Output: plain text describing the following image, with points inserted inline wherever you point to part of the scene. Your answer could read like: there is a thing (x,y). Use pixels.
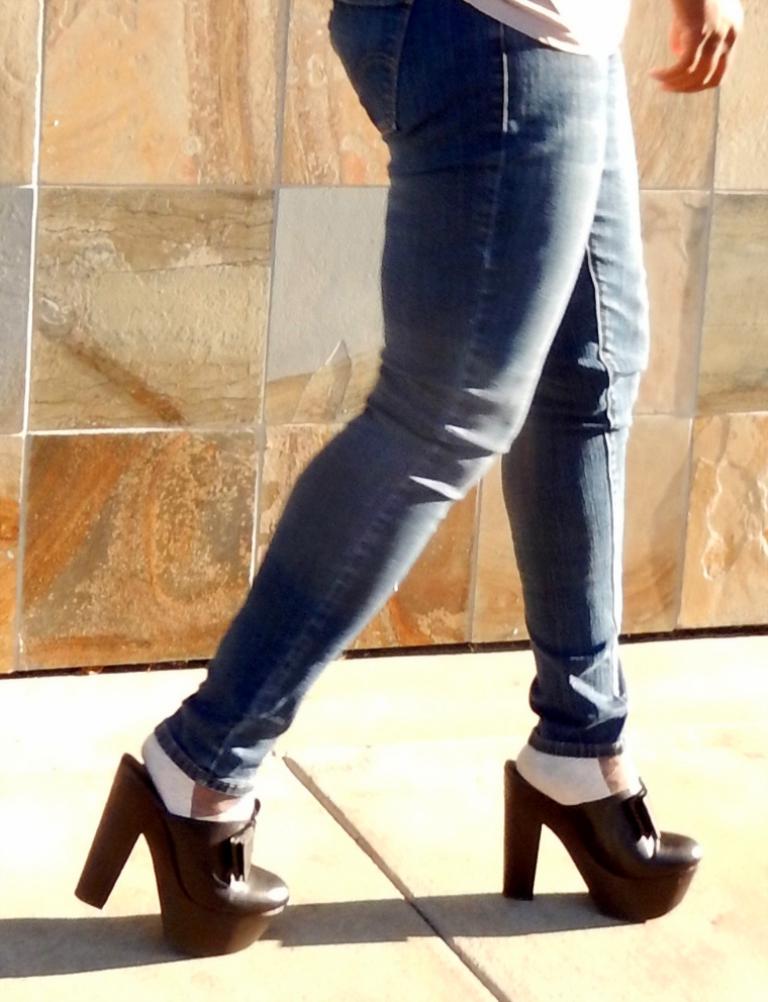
In this image we can see a person (248,926) truncated and walking on the floor (283,950), in the background (691,242) we can see the wall (462,591).
